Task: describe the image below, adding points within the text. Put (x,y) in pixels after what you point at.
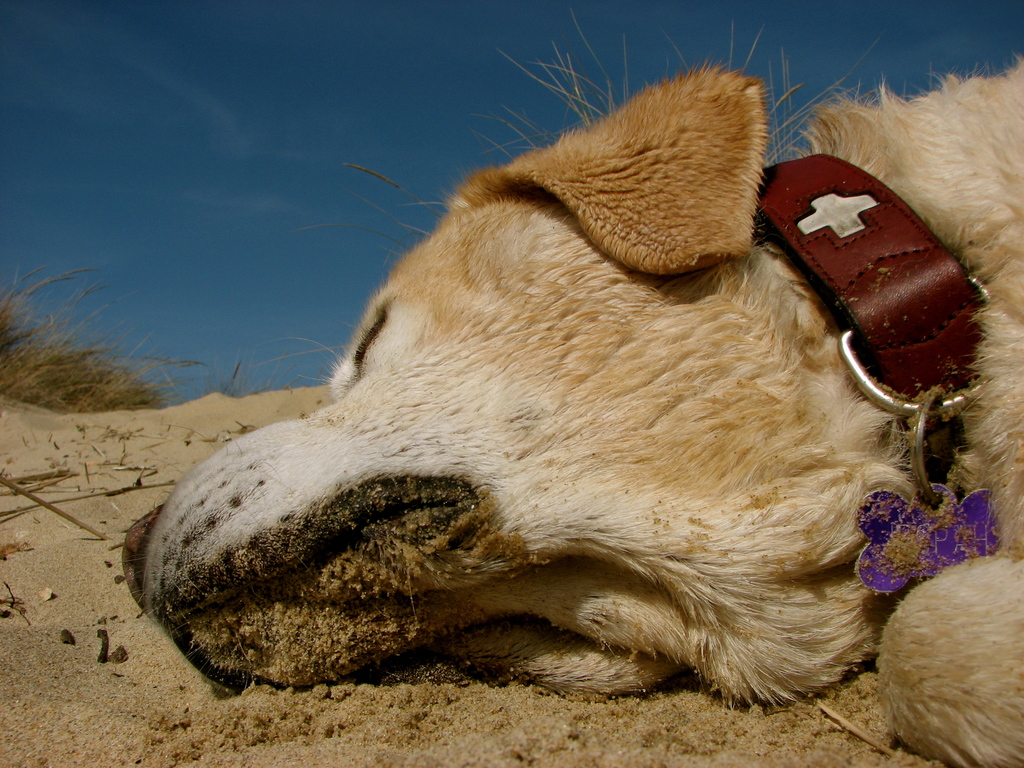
In this image we can see a dog (513,463) sleeping on the sand (227,705). In the background (168,353) there are grass (92,346) and sky (451,147).
